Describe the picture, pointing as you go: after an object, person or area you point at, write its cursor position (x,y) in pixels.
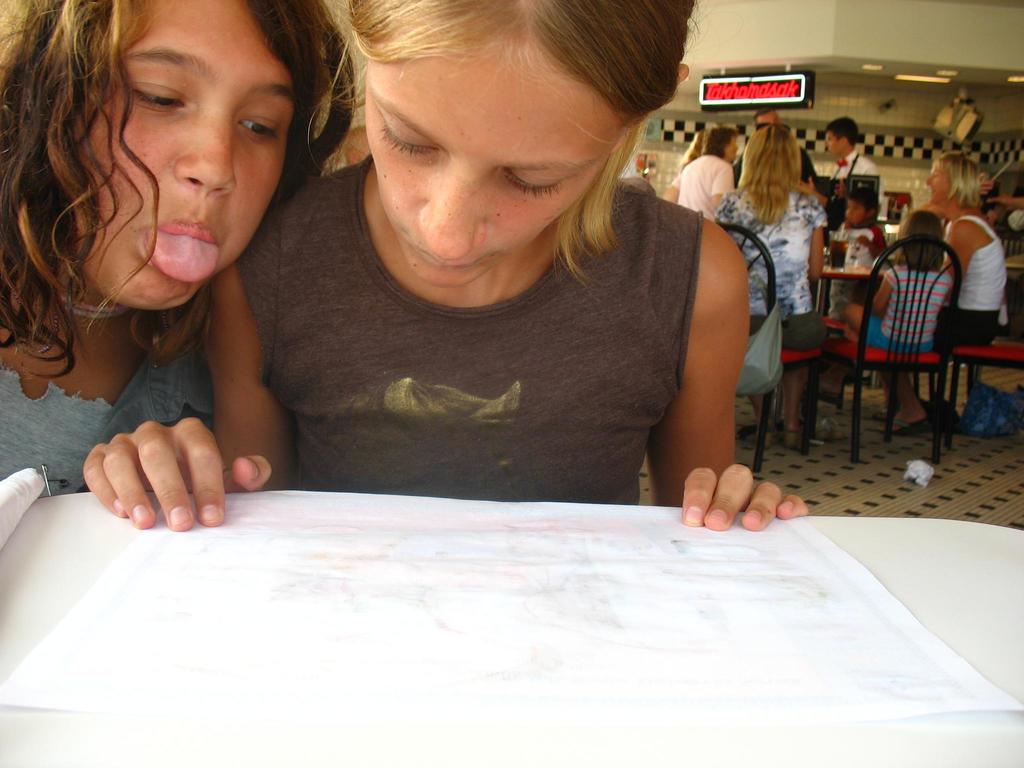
In the image there are two girls (281,300) who are looking into the paper (518,554) which is in front of them. At the background (801,159) there are group of people (962,221) who are sitting around the table (868,264) in the chairs (872,298).
